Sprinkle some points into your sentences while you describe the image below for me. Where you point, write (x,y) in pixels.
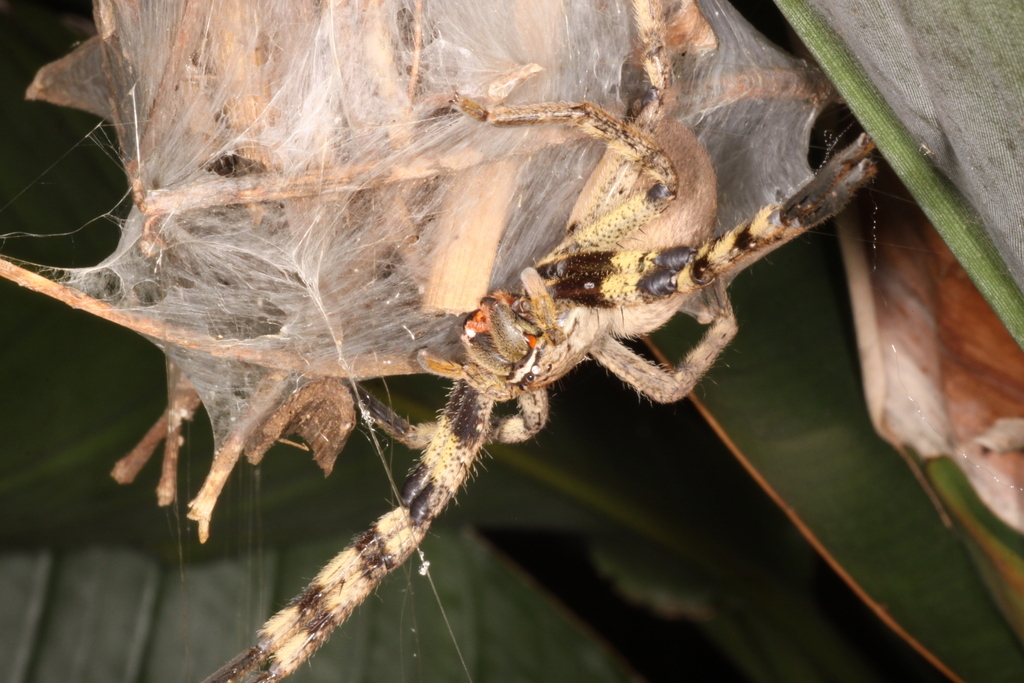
This image consists of a bug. This looks like a plant (282,263).
